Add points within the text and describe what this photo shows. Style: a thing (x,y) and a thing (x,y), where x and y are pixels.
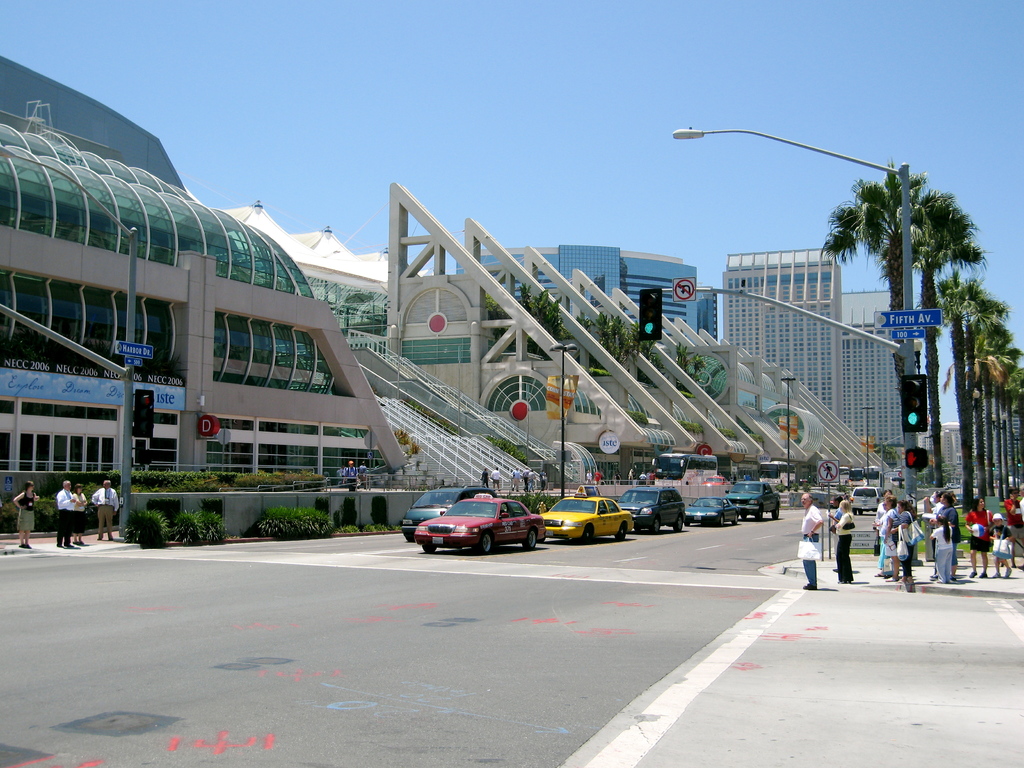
In this picture I can see few vehicles (442,524) are on the roadside (613,547) few people (894,557) are standing, around there are some buildings (405,345) and trees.
